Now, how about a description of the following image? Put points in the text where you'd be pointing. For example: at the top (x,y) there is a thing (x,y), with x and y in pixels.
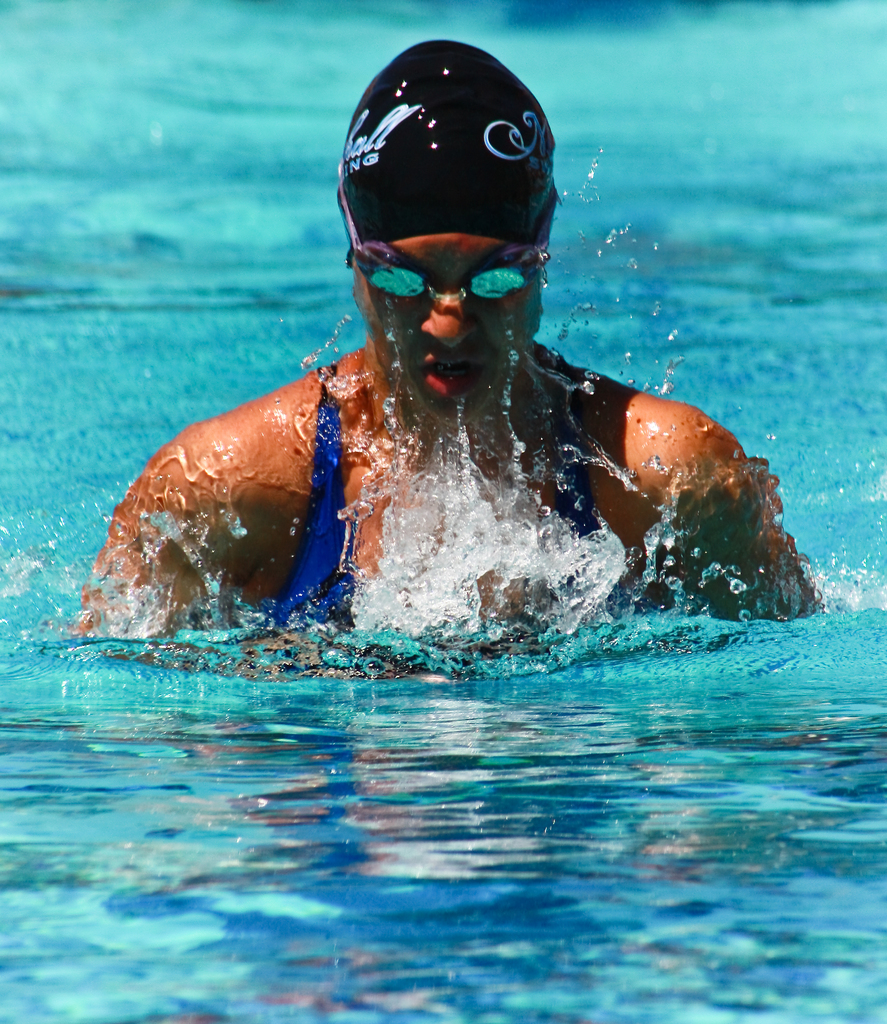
In this image I can see a person (403,474) in the water (409,522). The person (447,373) is wearing a cap (436,161), glasses (418,282) and a swimsuit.
